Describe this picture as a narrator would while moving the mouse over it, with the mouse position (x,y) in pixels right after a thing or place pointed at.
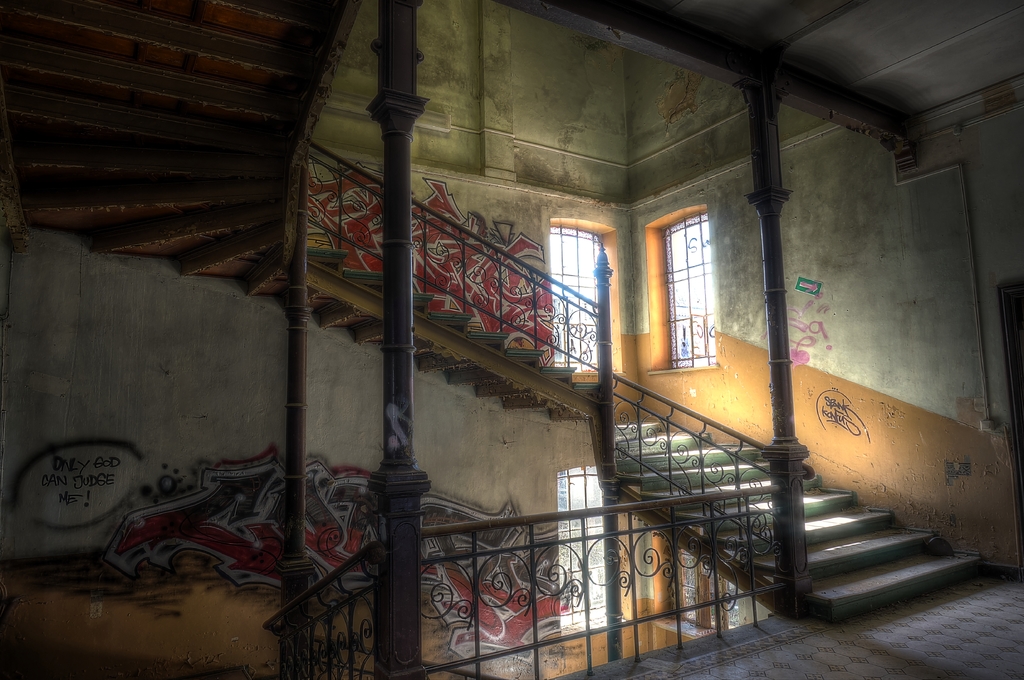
This picture was taken inside the building (309,566). I can see the stairs (362,287) with the staircase holders (588,604). These are the windows (674,270). I can see the paintings (350,498) on the walls (364,231). These look like the pillars (610,310).
